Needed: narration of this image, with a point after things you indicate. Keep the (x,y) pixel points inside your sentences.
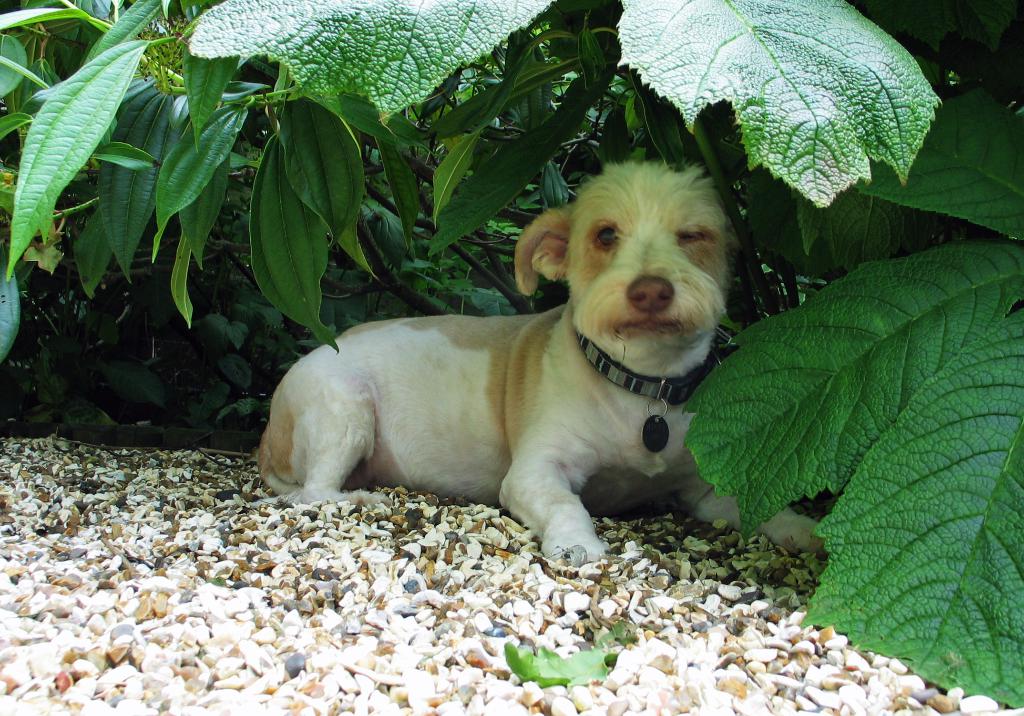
In this image, I can see a dog (415,379) with a dog belt (693,377). At the bottom of the image (344,669), there are rocks (385,642). In the background (312,314), I can see the plants (463,151).
